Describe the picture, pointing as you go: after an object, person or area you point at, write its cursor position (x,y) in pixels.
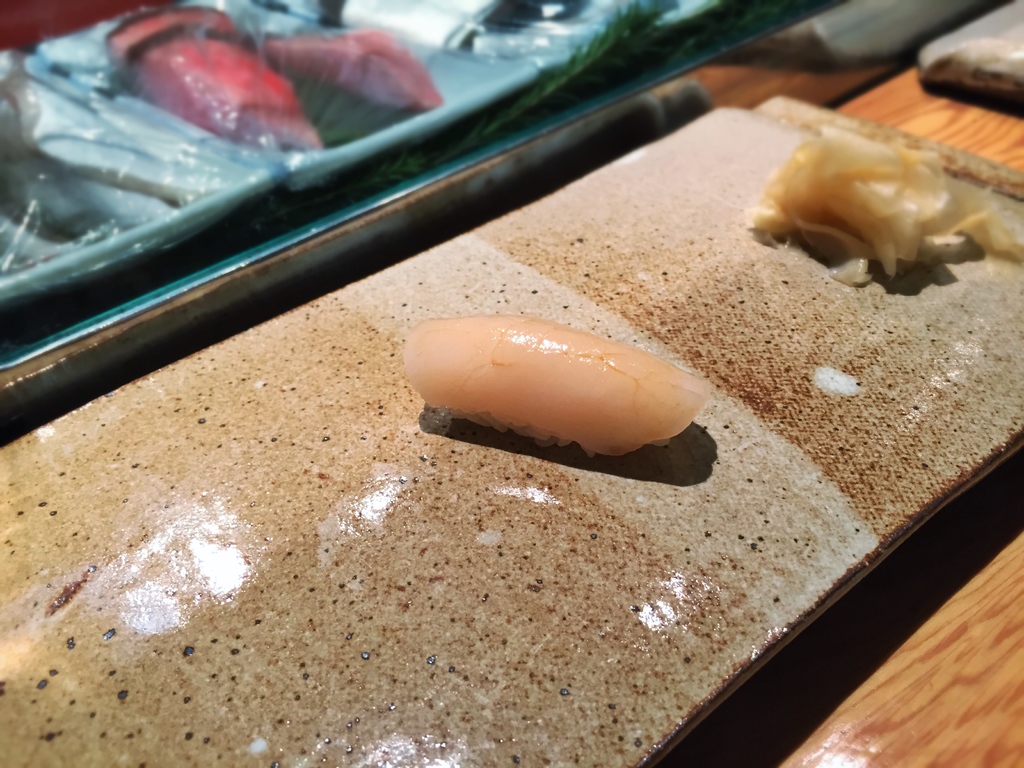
In front of the image there is a portion of raw meat (616,351) and some other object (807,215) on the platform (720,397), in front of that there is slices of raw meat (256,120) packed with covers (177,130), beside the platform (697,245) there is wooden platform (918,119).
